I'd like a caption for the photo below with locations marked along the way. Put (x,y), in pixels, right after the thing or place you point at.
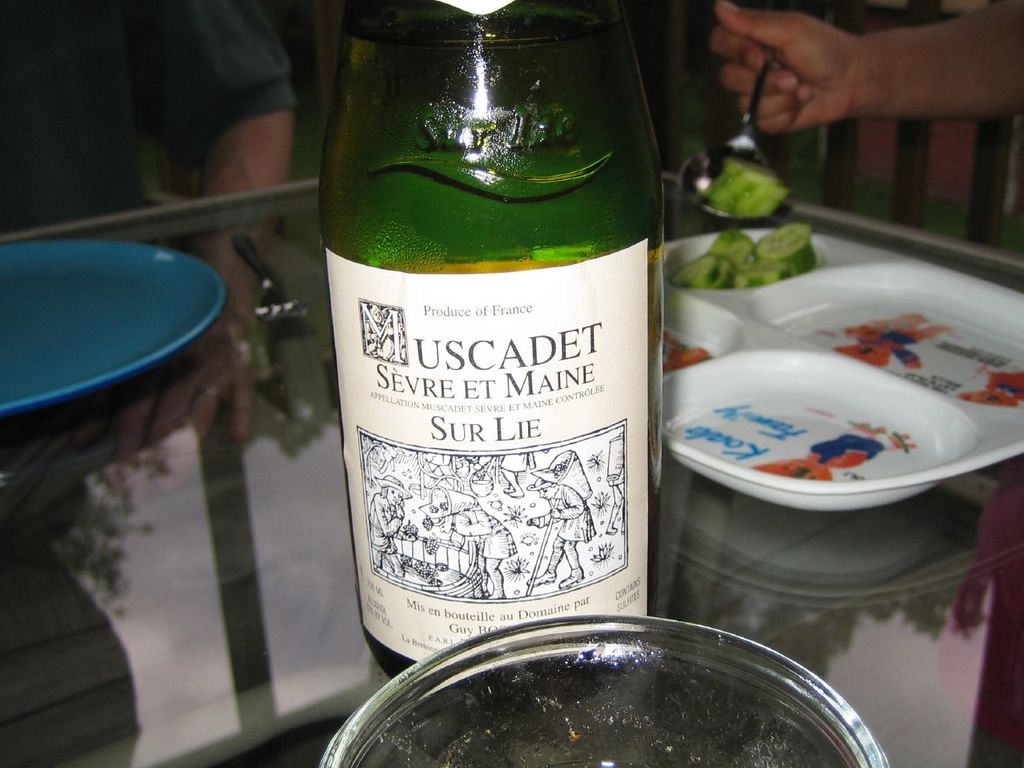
In this image I can see the wine bottle (451,392), plate (839,387), fork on the table (220,457). There is person (230,132) sitting in front of this table (108,681).
